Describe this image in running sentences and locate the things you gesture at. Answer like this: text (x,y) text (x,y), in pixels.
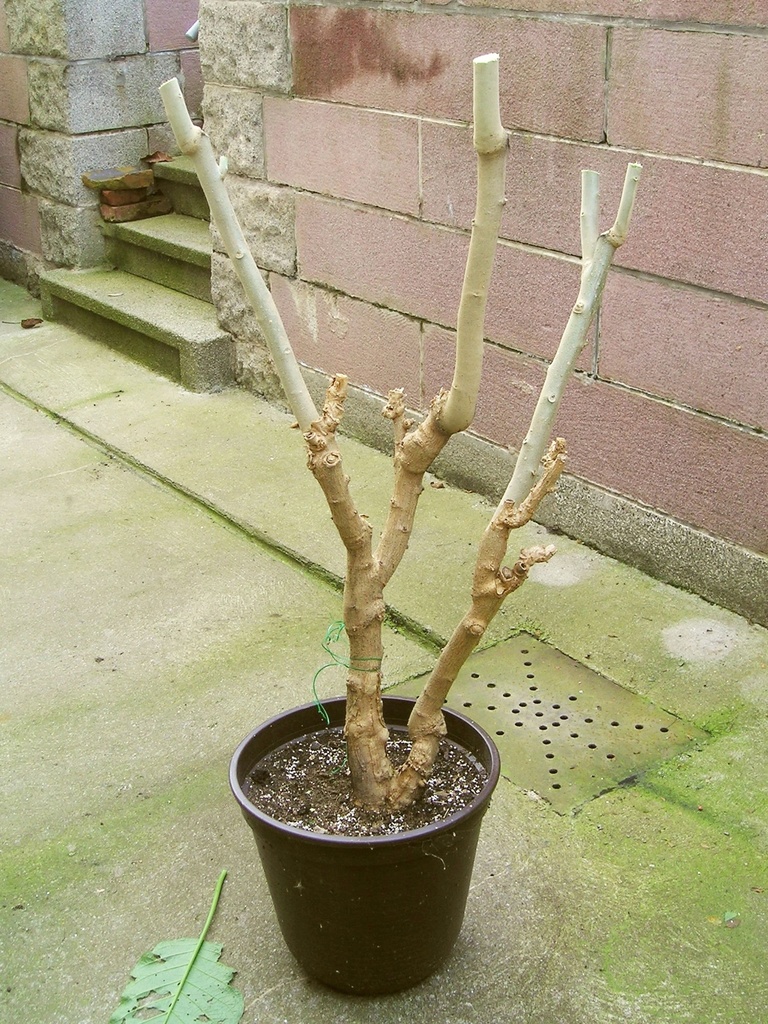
In the image there is a dry plant (384,802) in a pot (263,744), there are only the stems (360,636) and branches (394,399) to the plant (381,653), in the background (304,205) there is a brick wall (285,146), in between the brick wall (148,139) there are stairs (107,263).
